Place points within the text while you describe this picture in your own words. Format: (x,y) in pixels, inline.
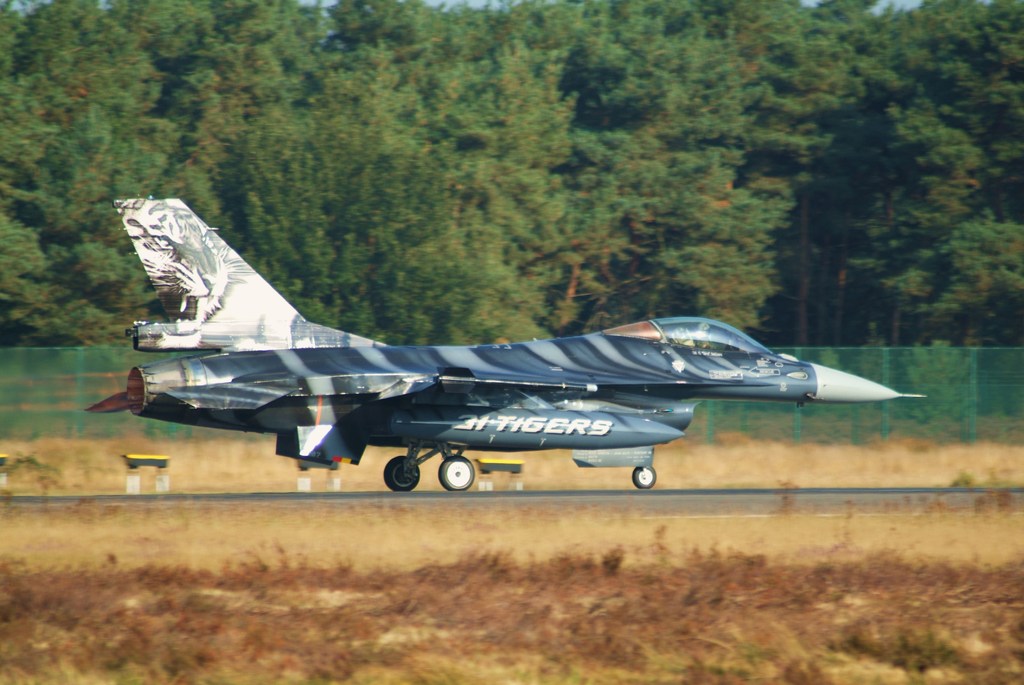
In this picture I can see jet plane (457,460) on the road (500,504), and in the background (844,354) there are iron grilles (953,358), trees (631,178), and on the ground (422,601) there are dry leaves (333,591) and plants (266,600).
